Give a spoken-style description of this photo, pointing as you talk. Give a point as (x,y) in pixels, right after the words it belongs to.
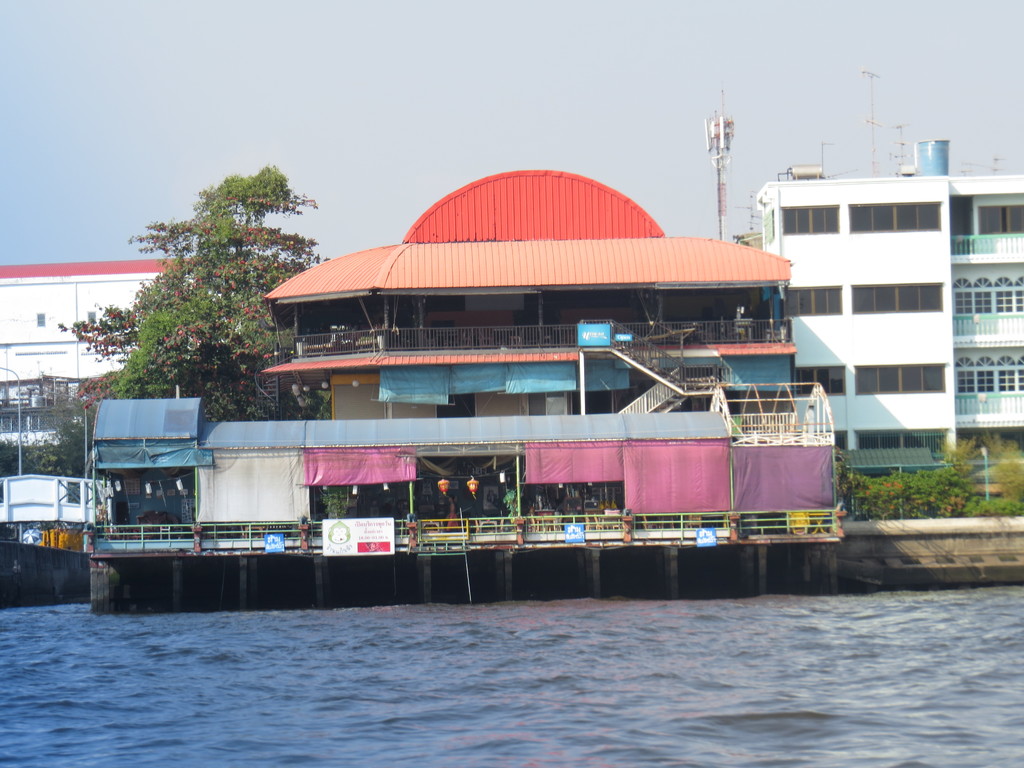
In this image there is the sky (449,73) towards the top of the image (457,82), there are buildings (650,290), there are towers (720,176), there are plants (953,483) towards the right of the image (912,490), there are boards (389,536), there is text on the boards (394,525), there is a pole (21,425) towards the left of the image (22,445), there is water (591,683) towards the bottom of the image (523,677), there is a tree (213,348), there are windows (851,226), there is a wall (98,284).
